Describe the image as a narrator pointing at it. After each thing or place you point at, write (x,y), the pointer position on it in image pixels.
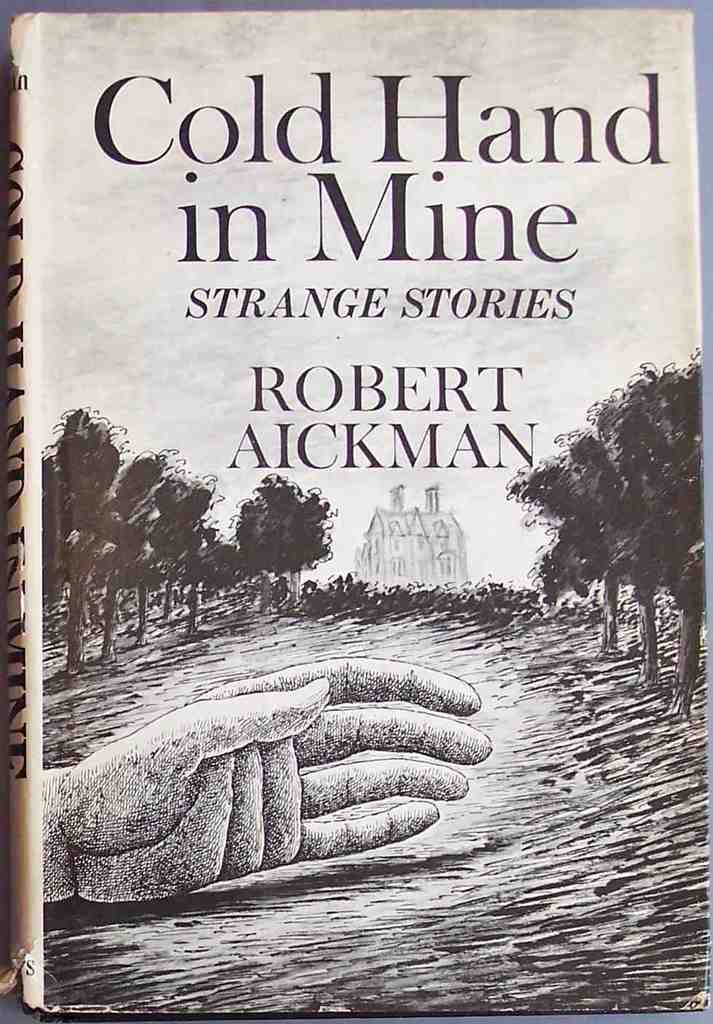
In this image we can see the cover page (305,703) of a book (362,668). In the image there is a hand (345,751) in the middle (374,665). In the background (382,580) there is a building (396,525). There are trees (253,555) on either side of the building (416,531).
